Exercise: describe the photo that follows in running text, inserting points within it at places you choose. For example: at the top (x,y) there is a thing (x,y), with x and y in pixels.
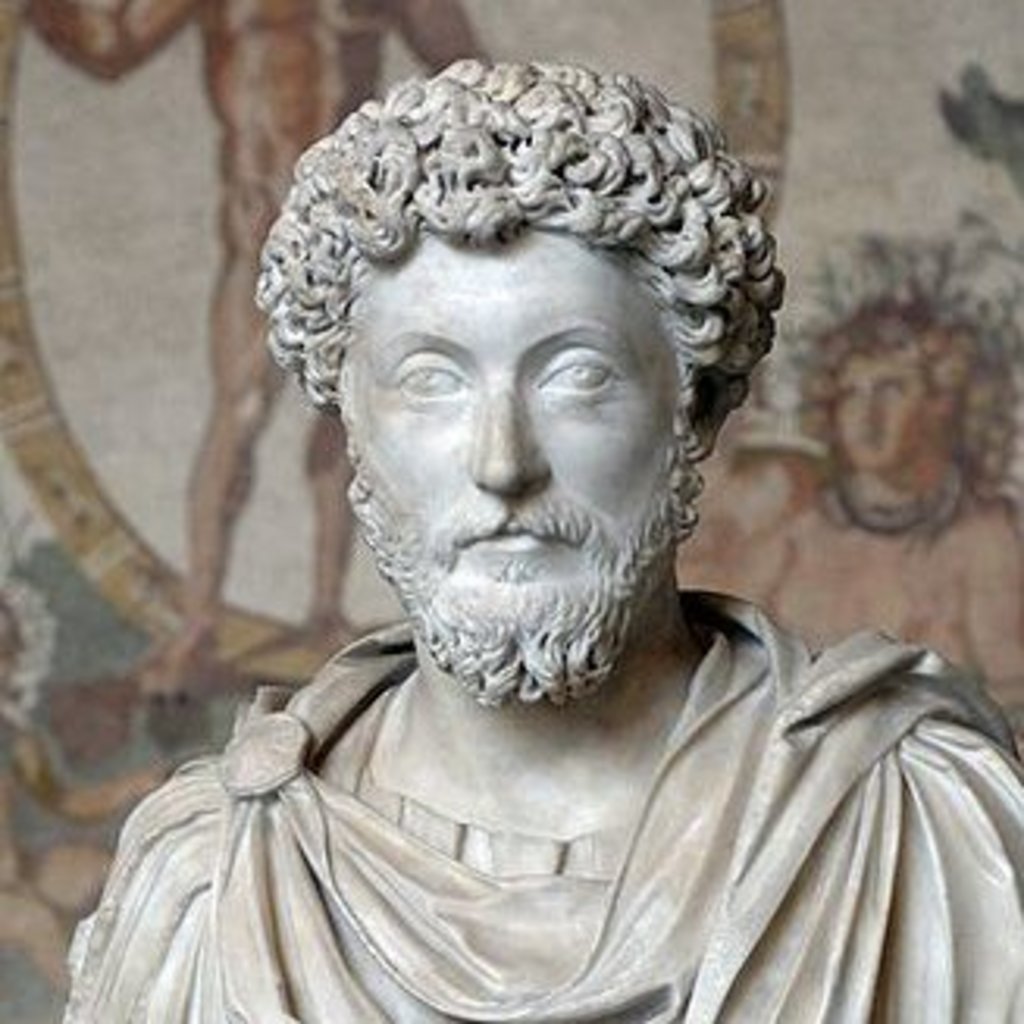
In this picture there is a statue (321,305) of a man (664,546). In the background (838,261) there is a wall (929,454) with paintings (704,45).
